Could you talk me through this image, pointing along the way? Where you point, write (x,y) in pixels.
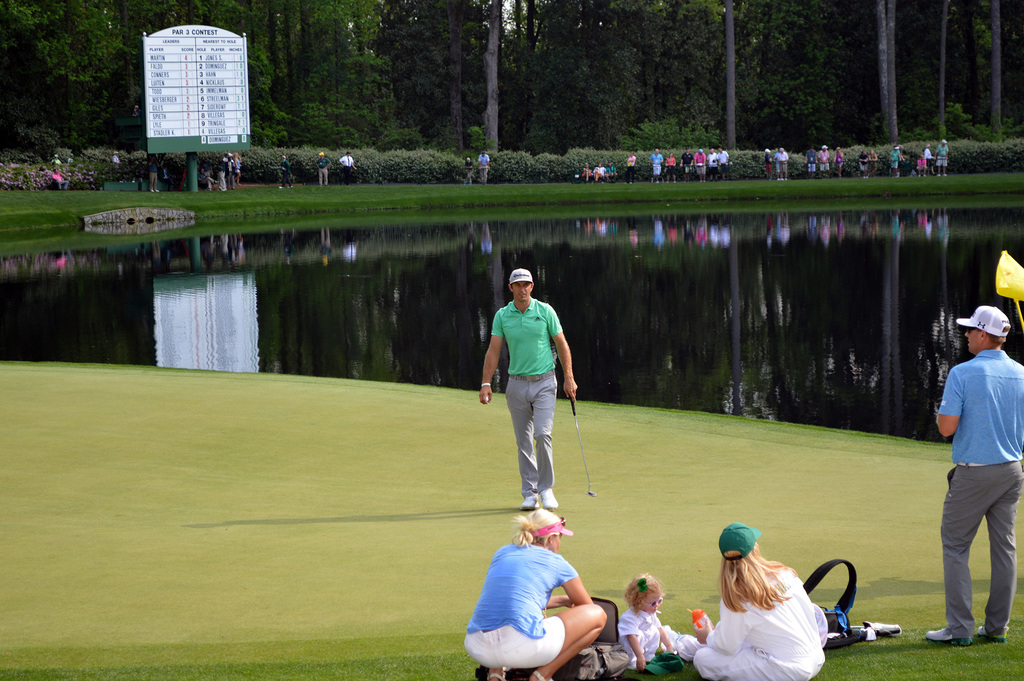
In this image we can see the ground (393,462), people (534,531), plants (563,167), trees (880,124) and also a board (155,88) with the text (162,75). We can also see the water (589,296).
